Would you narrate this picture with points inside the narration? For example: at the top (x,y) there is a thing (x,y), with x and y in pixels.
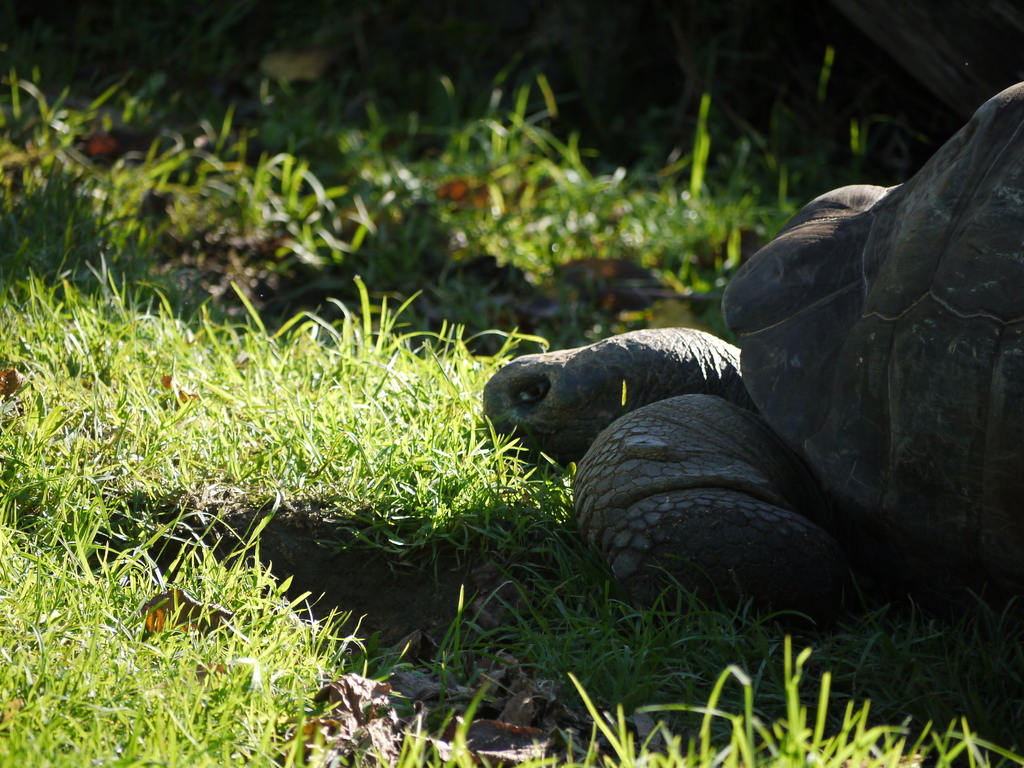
In this image we can see a tortoise (553,453) on the ground (296,434). We can also see some grass (292,393).
